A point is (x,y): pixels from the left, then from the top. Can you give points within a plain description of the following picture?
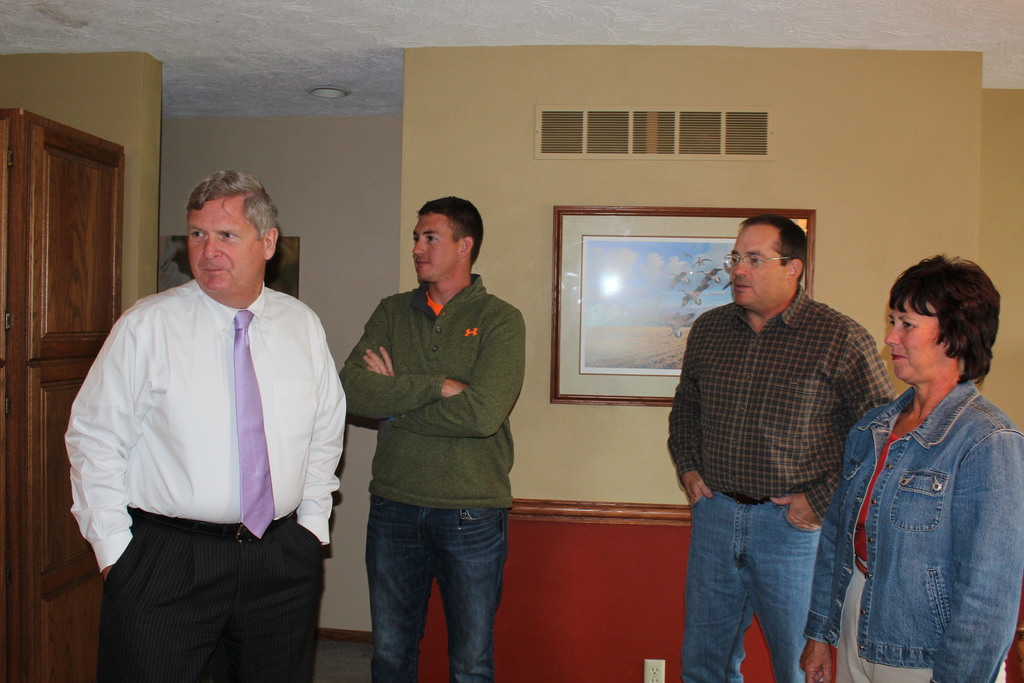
There are people (482,413) standing in the foreground area of the image (894,535), there is a frame (664,231), lamp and a door (117,227) in the background (288,248).
